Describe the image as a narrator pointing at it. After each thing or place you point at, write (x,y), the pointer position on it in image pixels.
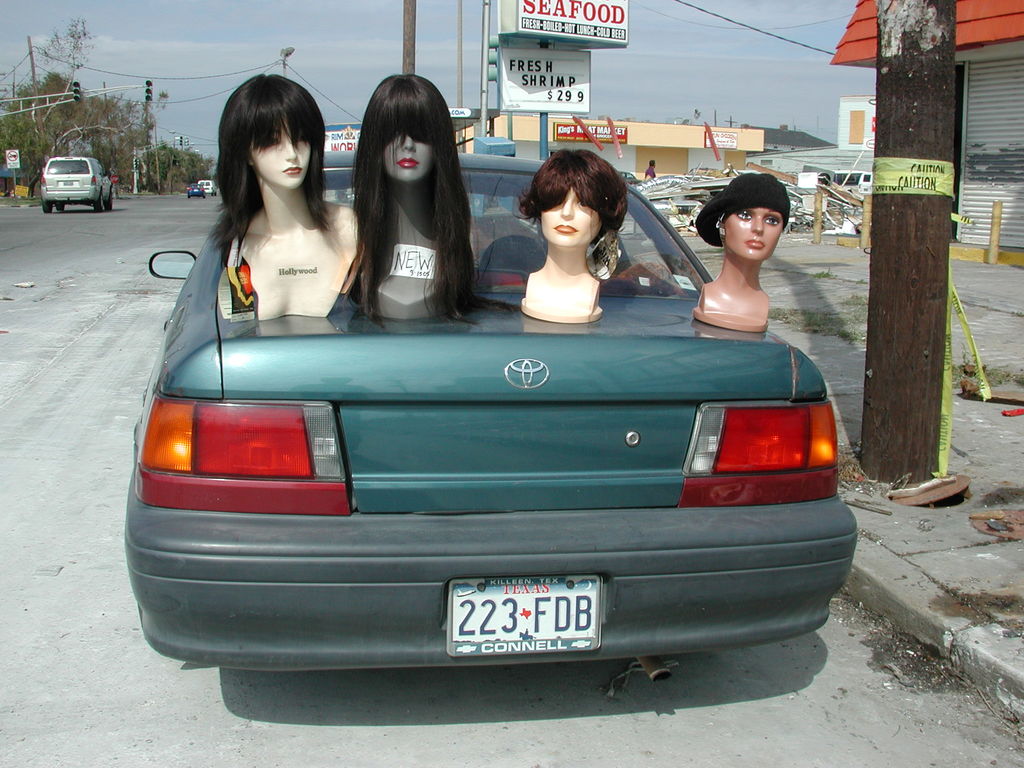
In this image we can see some statues (576,273) with lace wigs (462,255) which are placed on a car (592,322). We can also see some vehicles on the road (131,242), a group of trees (33,174), traffic lights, some poles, wires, sign boards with some text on it, some buildings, scrap (803,194) on the footpath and the sky (698,94) which looks cloudy.
